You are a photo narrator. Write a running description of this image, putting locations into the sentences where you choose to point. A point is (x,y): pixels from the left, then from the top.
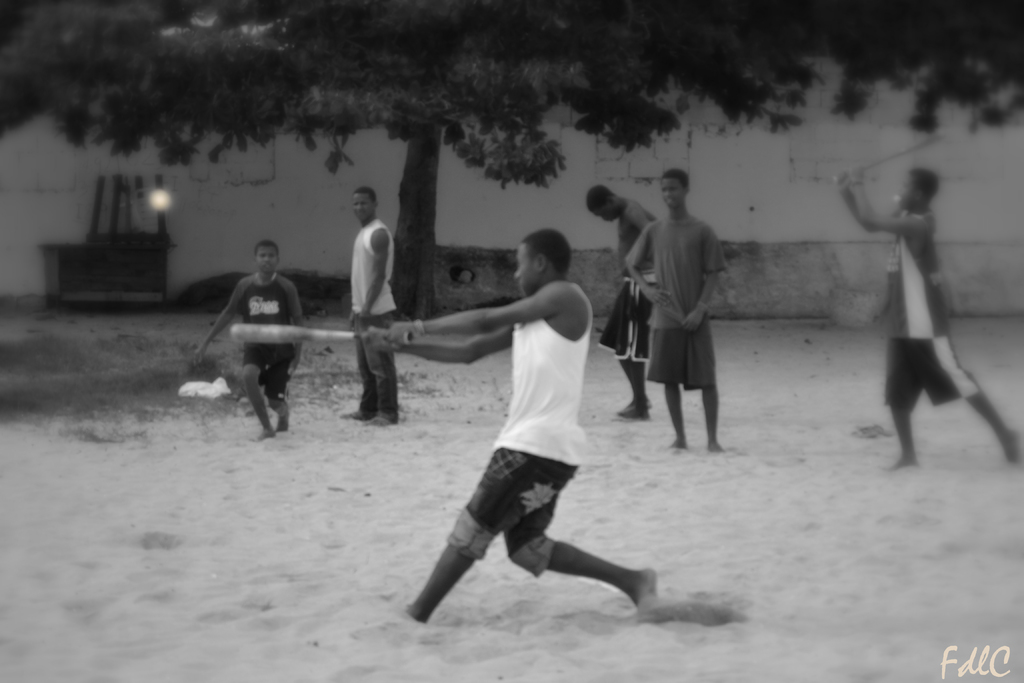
In the picture I can see a group of people (547,375) are standing on the ground (637,470), among them some are holding objects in hands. In the background (411,217) I can see a tree (493,174), a wall (471,193) and some other objects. This picture is black and white in color. On the bottom right side of the image (968,675) I can see a watermark (967,659).
